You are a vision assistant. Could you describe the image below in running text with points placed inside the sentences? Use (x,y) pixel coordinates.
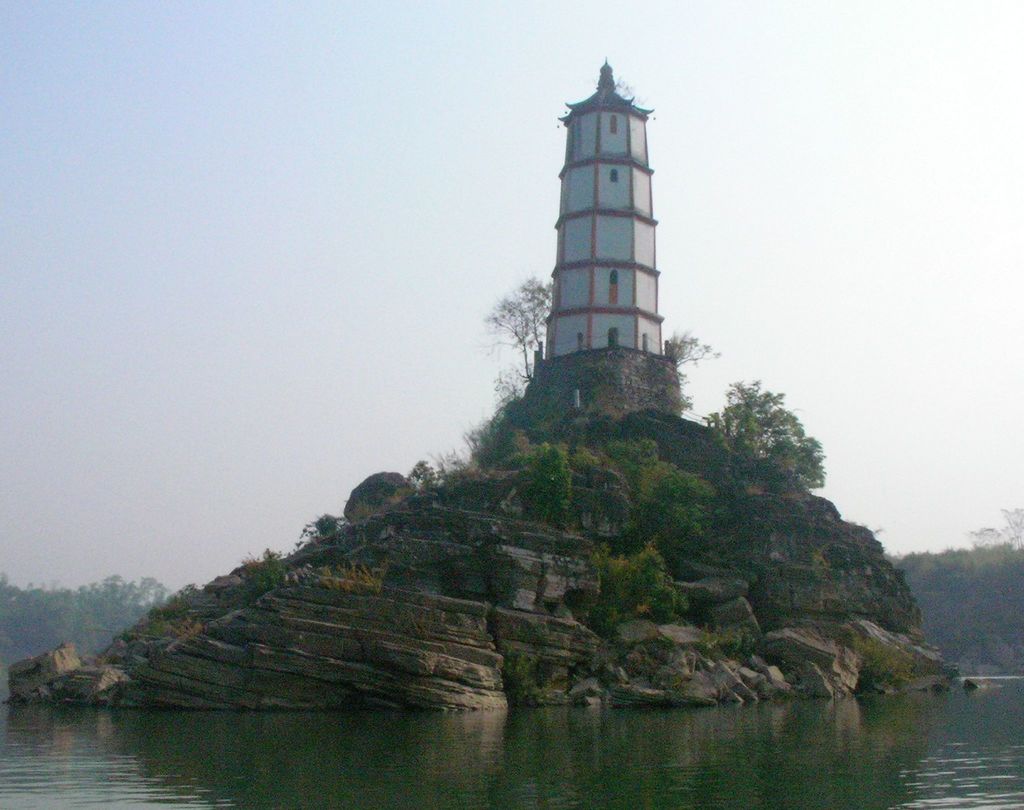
In the center of the image (594,511) we can see a hill (625,491). On hill (486,520) we can see a building (599,339), trees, wall (604,383), windows (612,334), railing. In the background of the image (959,568) we can see the trees (928,635). At the bottom of the image (543,754) we can see the water (512,758). At the top of the image (499,155) we can see the sky (1022,378).
